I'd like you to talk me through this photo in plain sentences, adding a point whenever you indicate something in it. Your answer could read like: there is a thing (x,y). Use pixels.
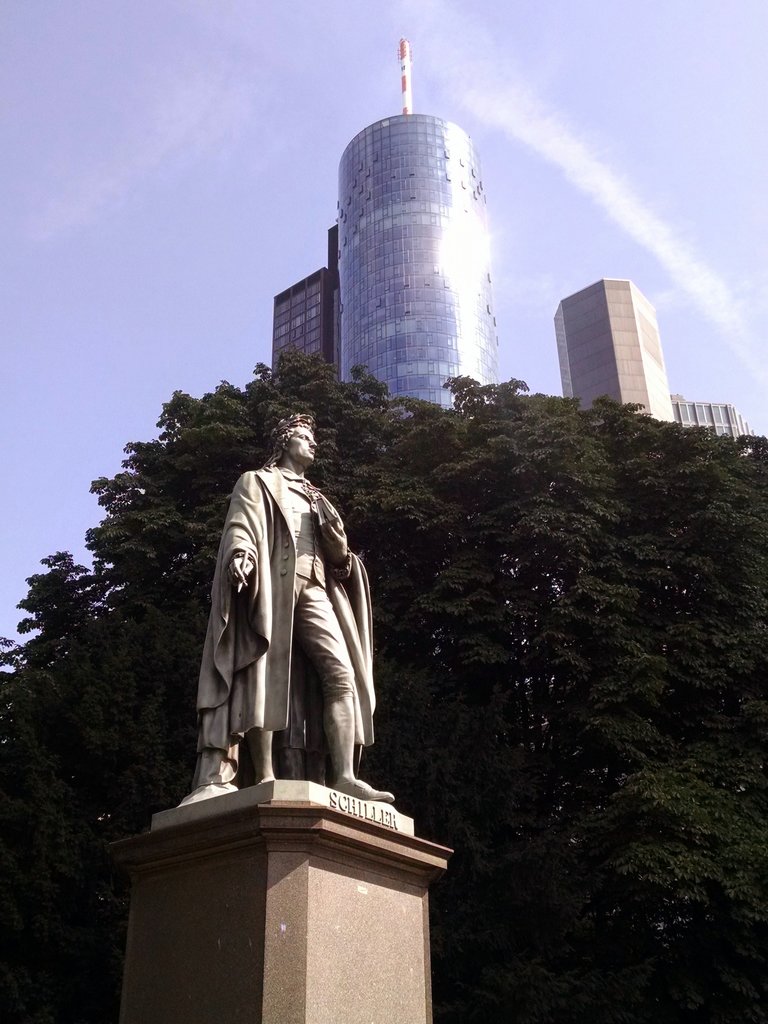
In this picture we can see a statue (322,676), in the background (415,530) we can find few trees (483,567) and buildings (484,298).
